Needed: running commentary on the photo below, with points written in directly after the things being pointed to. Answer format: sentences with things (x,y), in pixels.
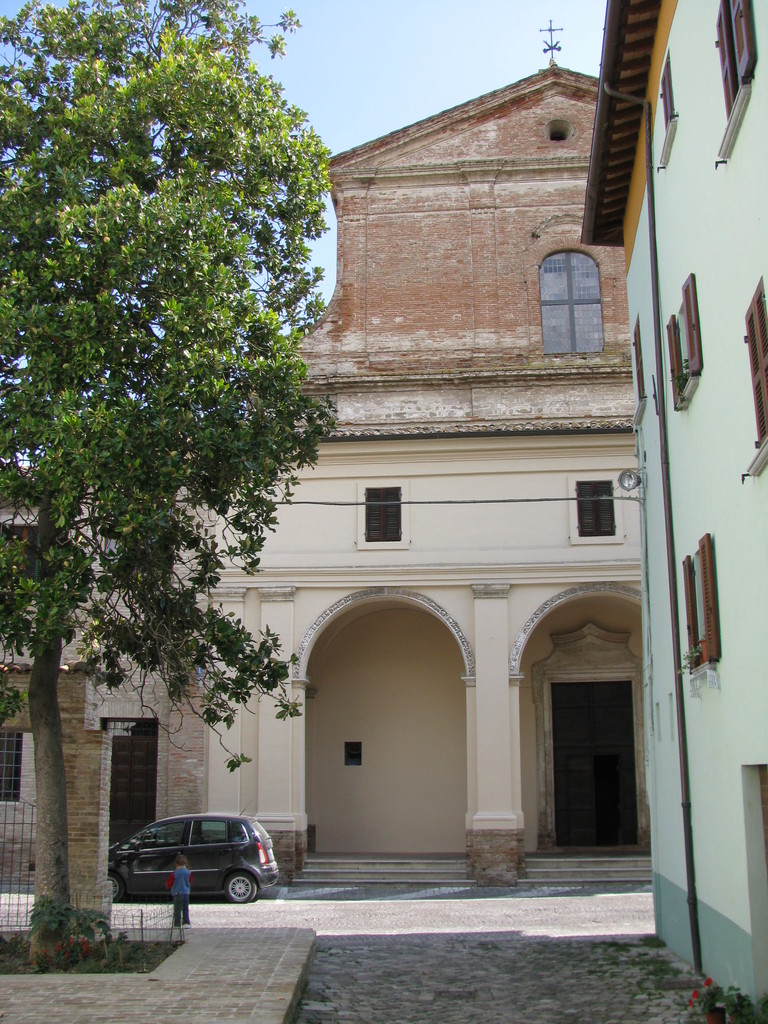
In this image there is a building (487,563) in the middle of this image (399,584). There is a tree (64,636) on the left side of this image (104,586). There is one kid (187,899) standing beside the car (229,884) is in the bottom of this image (239,875). There is a sky (383,86) on the top of this image (451,66).
